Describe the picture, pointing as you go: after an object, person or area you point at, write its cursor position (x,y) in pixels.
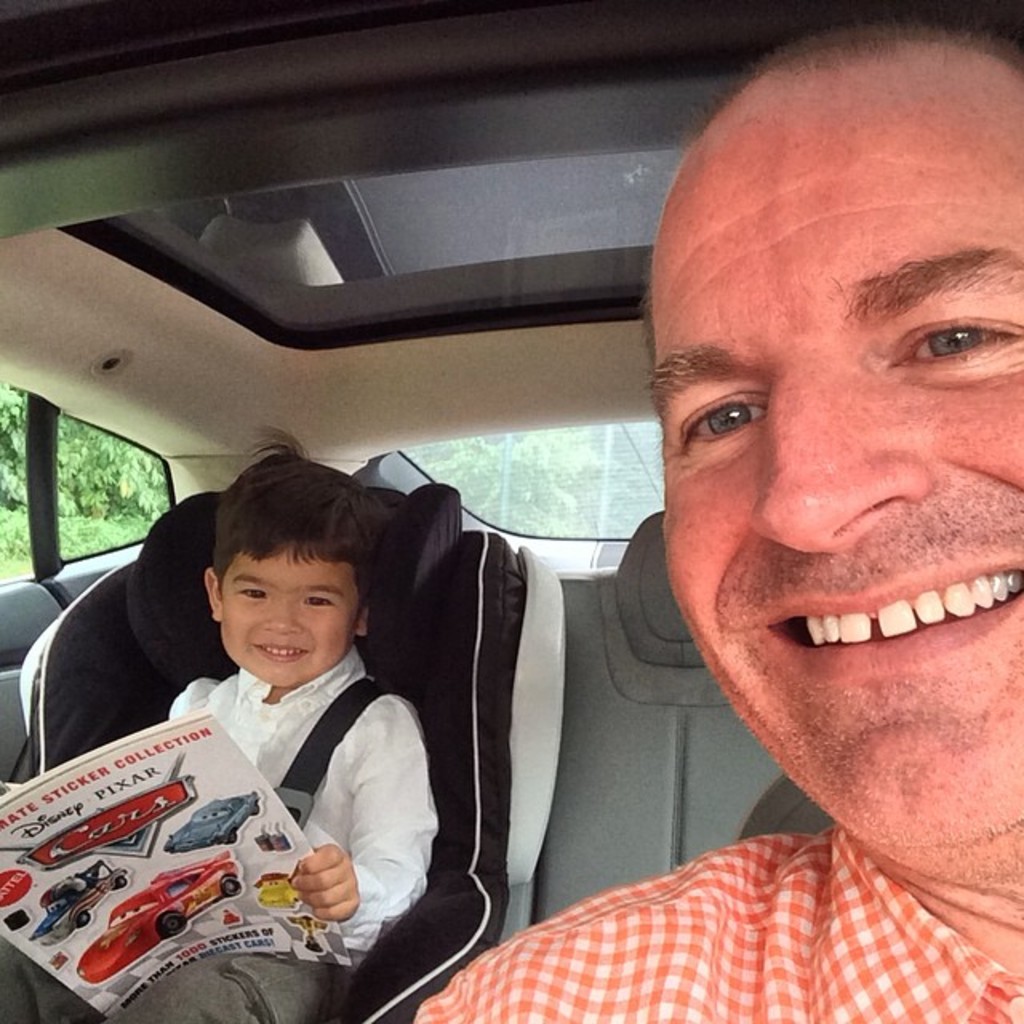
A man (858,365) is sitting in a car (629,380) with a boy (240,728) in the backseat (193,668).
